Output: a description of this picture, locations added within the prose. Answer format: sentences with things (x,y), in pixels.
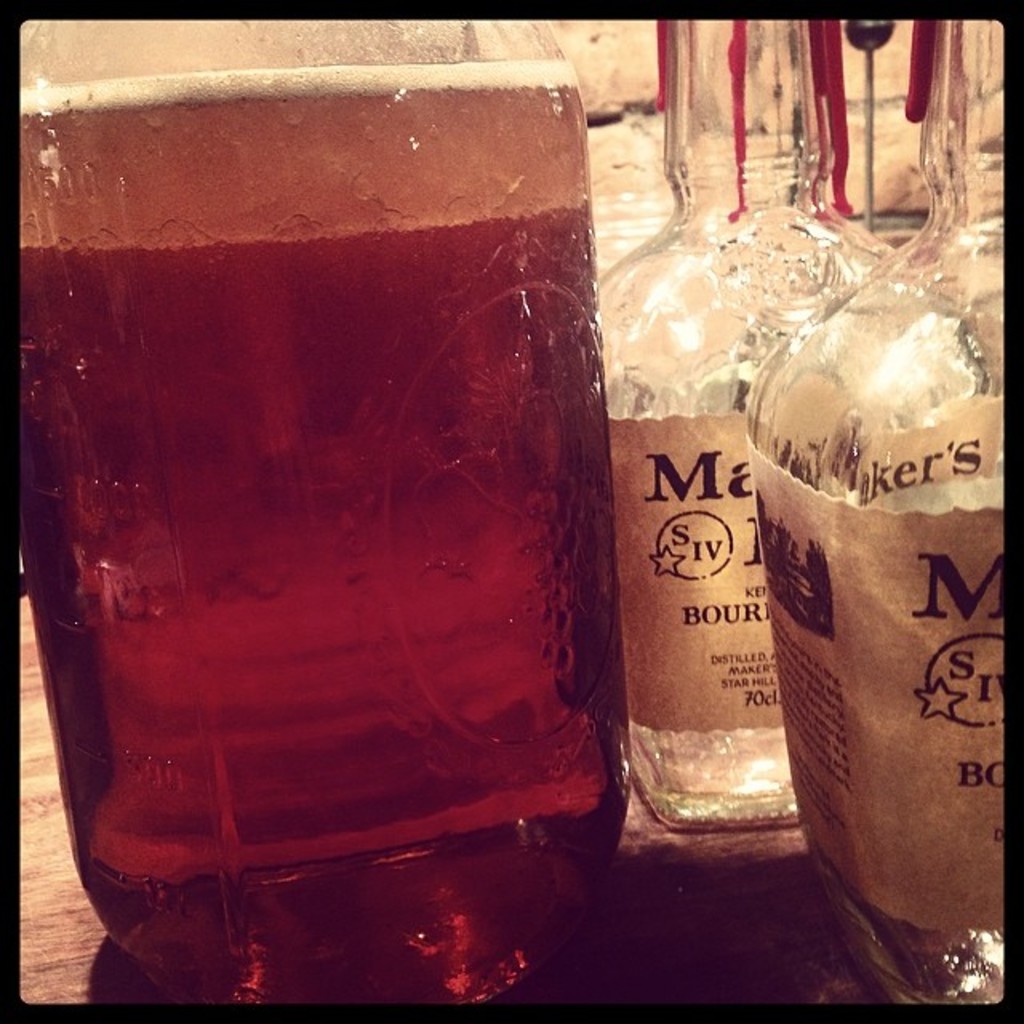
This picture is of inside. In a foreground (192,173) we can see two empty Bottles (789,381) and one bottle (287,316) containing drink (544,796) placed on the top of the table (747,931) and there are some stickers (845,597) on the bottle (804,614) with some text (964,583) on it.
